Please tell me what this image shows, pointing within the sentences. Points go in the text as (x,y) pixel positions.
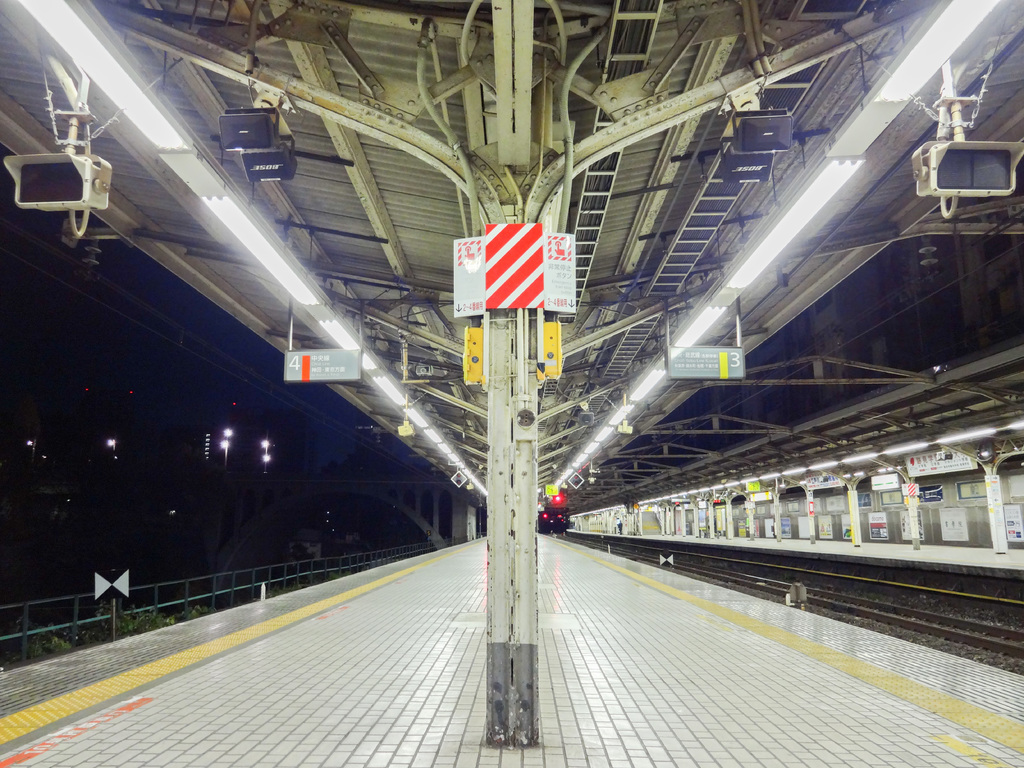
This is a platform (476,655) and we can see small boards (514,285) on the poles (504,528), lights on the roof top (150,41) and other objects (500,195). On the left (71,576) we can see fence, trees (70,635), light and sky (58,387) and on the right (731,583) there are railway tracks (869,595), platform (886,562), small boards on the poles (853,527), hoardings (825,521) and lights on the roof top (600,497) other objects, electric wires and a building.
